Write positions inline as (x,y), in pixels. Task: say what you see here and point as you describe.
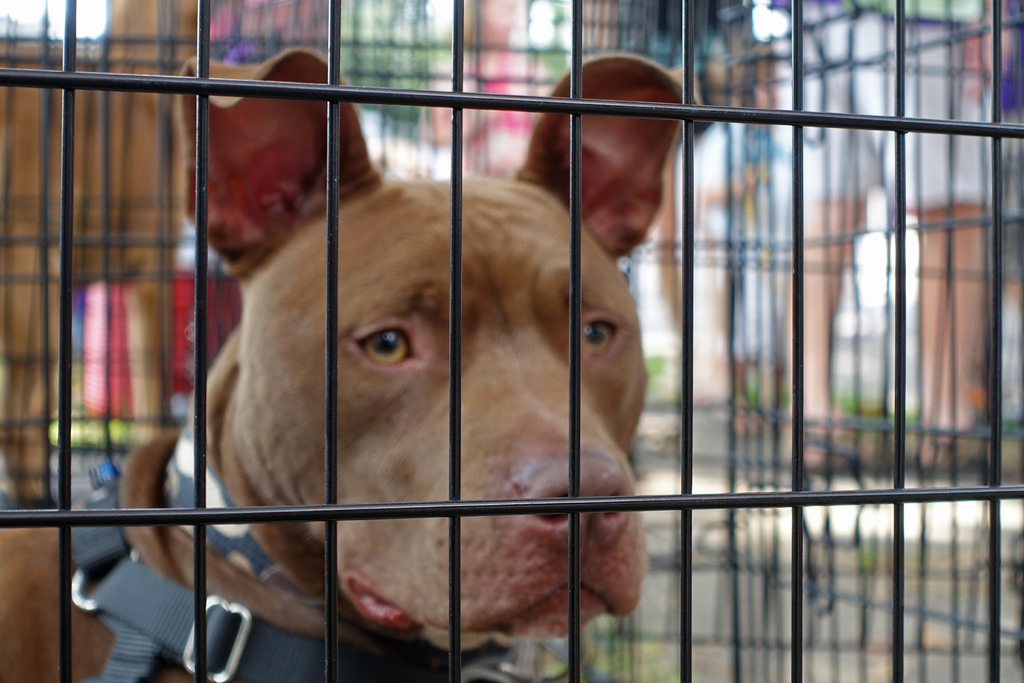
In this image there is an animal (308,440) in the center (377,410). In front of the animal (471,442) there is a black colour cage (638,496) and the background (669,491) is blurry.
